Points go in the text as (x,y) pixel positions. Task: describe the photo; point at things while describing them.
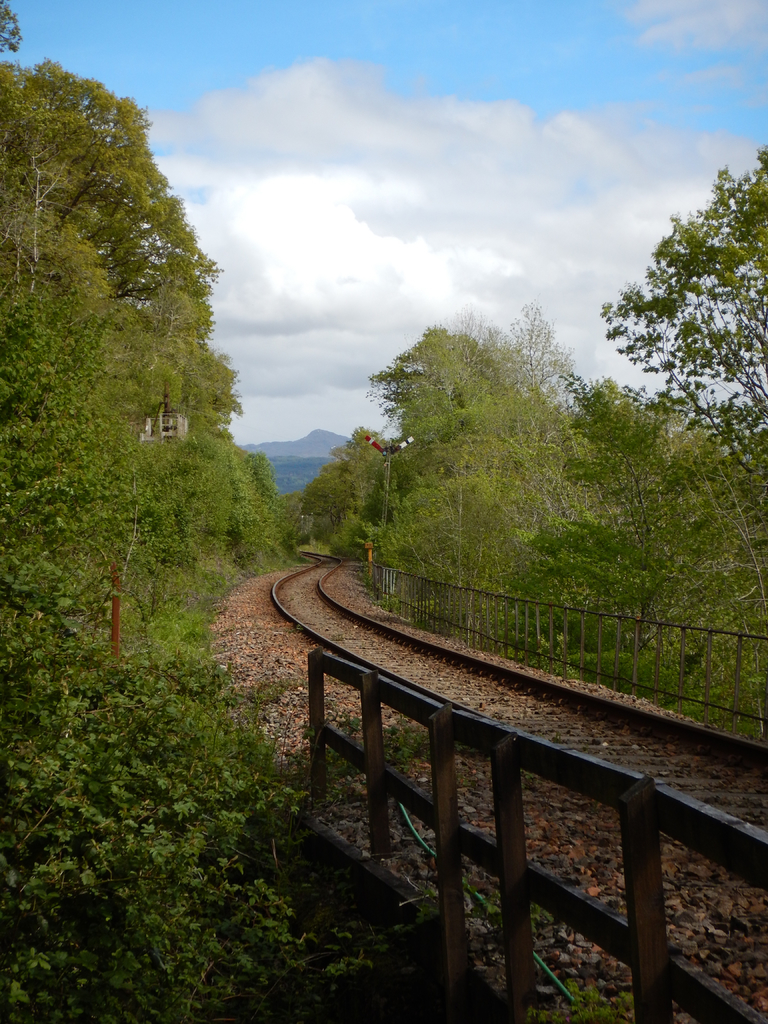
In this picture I can see there is a train track (734,777) and there is a railing (403,791) here and there are trees (683,484) on to right (655,494) and left. There is a mountain (313,438) in the backdrop (327,452) and the sky (445,171) is cloudy.
